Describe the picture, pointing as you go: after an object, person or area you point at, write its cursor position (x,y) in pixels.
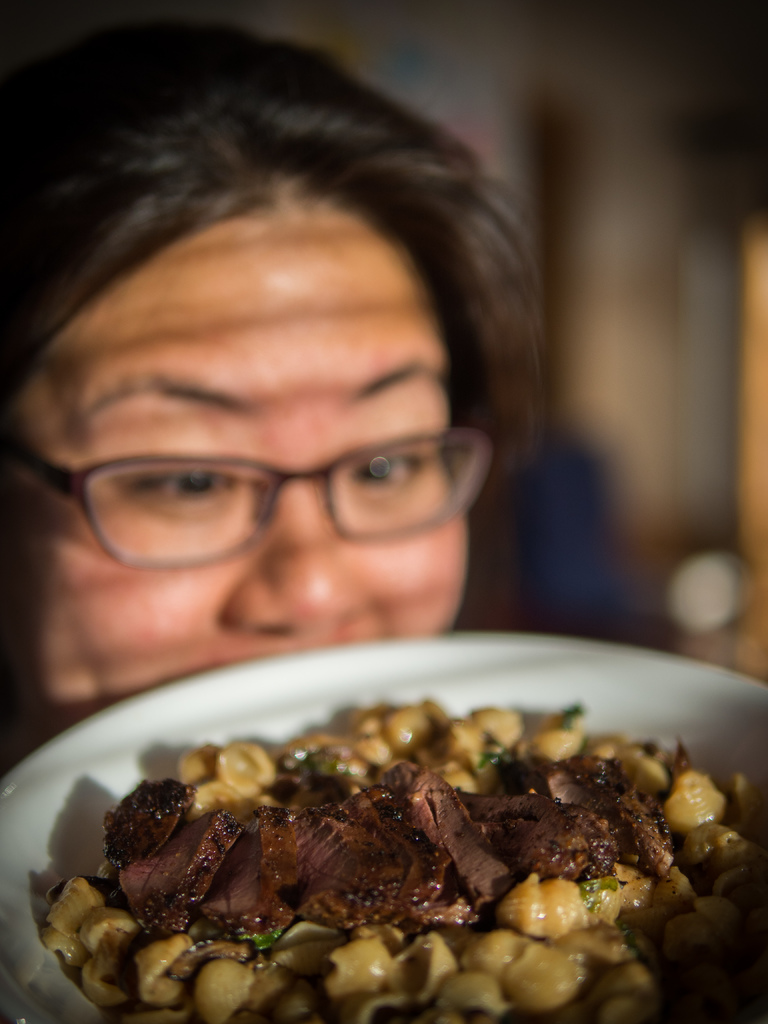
In this picture we can see a person (210,407) with spectacles (259,465). In front of the person (220,492) there is food (333,815) in the white bowl (10,957). Behind the person (239,372) there is the blurred background (700,466).
